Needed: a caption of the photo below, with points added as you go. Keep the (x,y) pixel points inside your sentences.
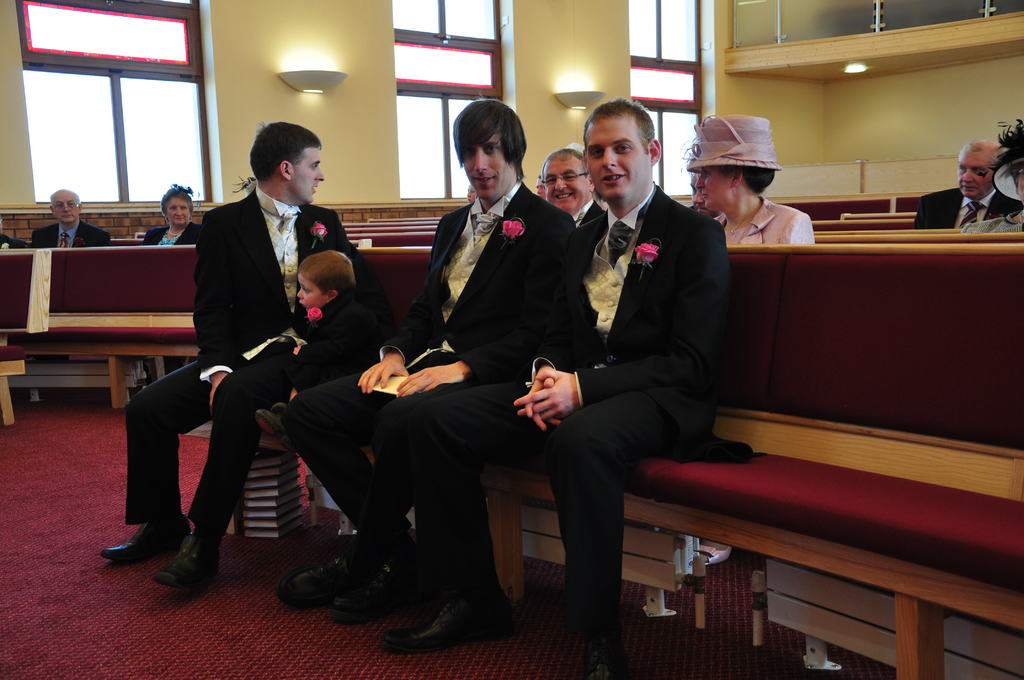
In this image we can see many persons (646,224) and benches (795,254). Behind the benches (811,276) we can see a wall (370,160). On the wall (343,27) we can see the windows (407,53) and lights (328,77). In the top right (764,19), we can see a glass railing (849,29) and a light (849,66).
